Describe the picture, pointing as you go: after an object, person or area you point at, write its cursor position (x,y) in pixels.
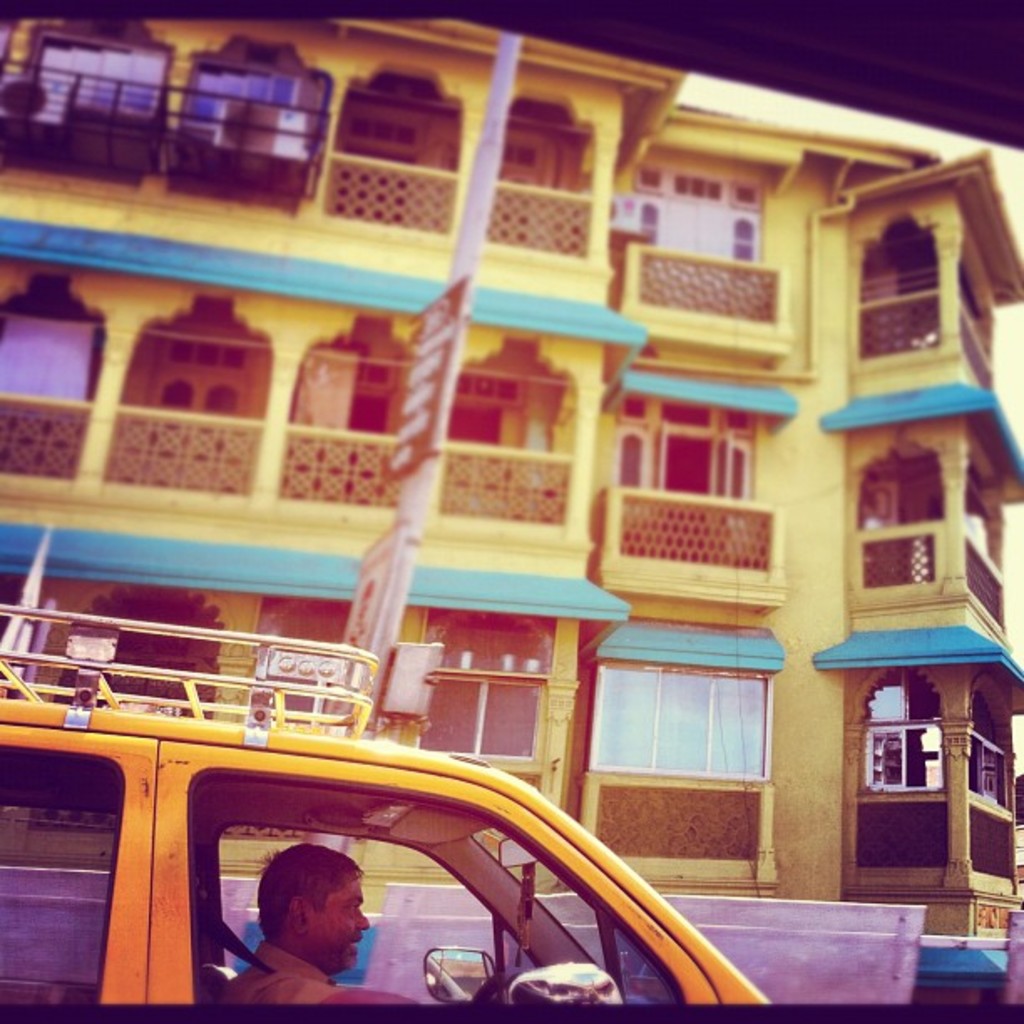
There is a man (277,934) inside the vehicle (2,707). This is mirror (471,990). Here we can see a building (652,426). This is door (706,485) and there is a window (374,133).
